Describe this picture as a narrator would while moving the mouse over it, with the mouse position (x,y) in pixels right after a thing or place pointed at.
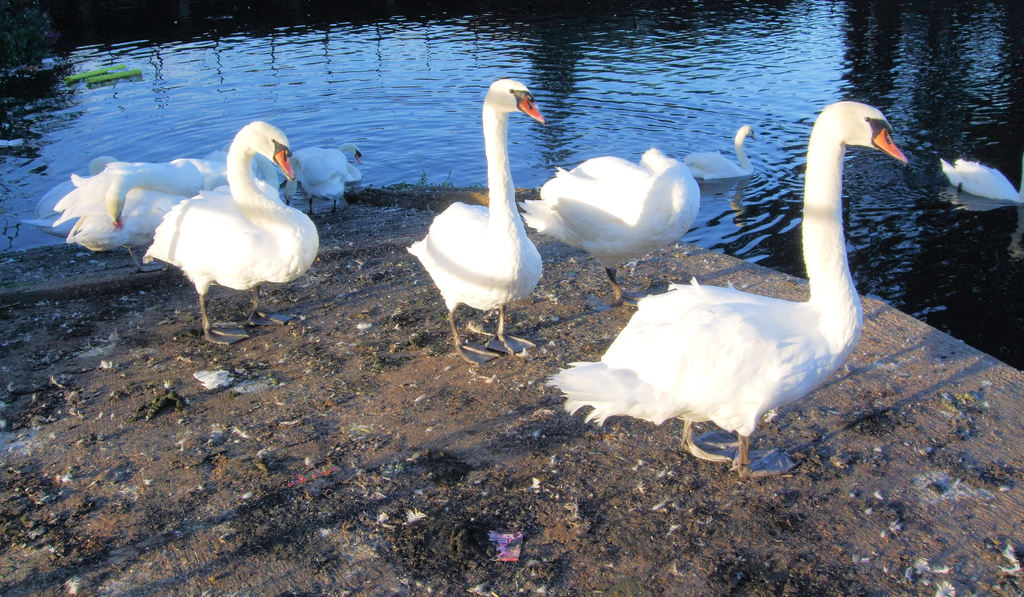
In the image we can see there are swans (466,256), in the water (702,182) and on the sand (468,327).
